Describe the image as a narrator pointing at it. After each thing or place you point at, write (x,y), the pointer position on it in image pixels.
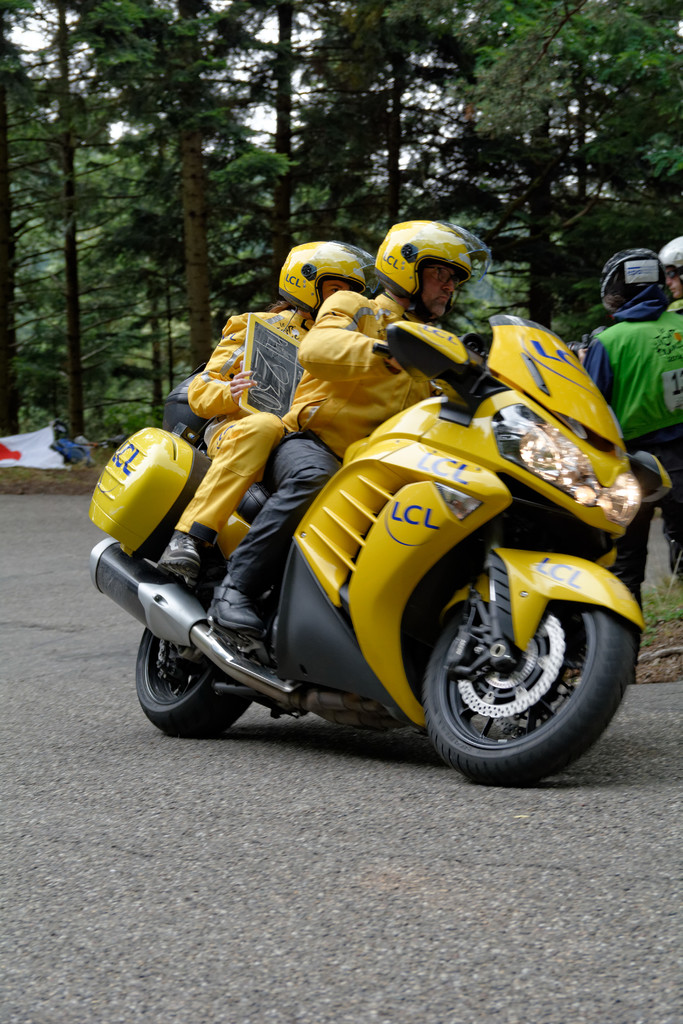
There are two persons (245,471) riding a bike (384,548) as we can see in the middle of this image (377,479). There are two persons (639,372) standing on the right side of this image (637,399) and there are some trees (516,229) in the background (516,229).
